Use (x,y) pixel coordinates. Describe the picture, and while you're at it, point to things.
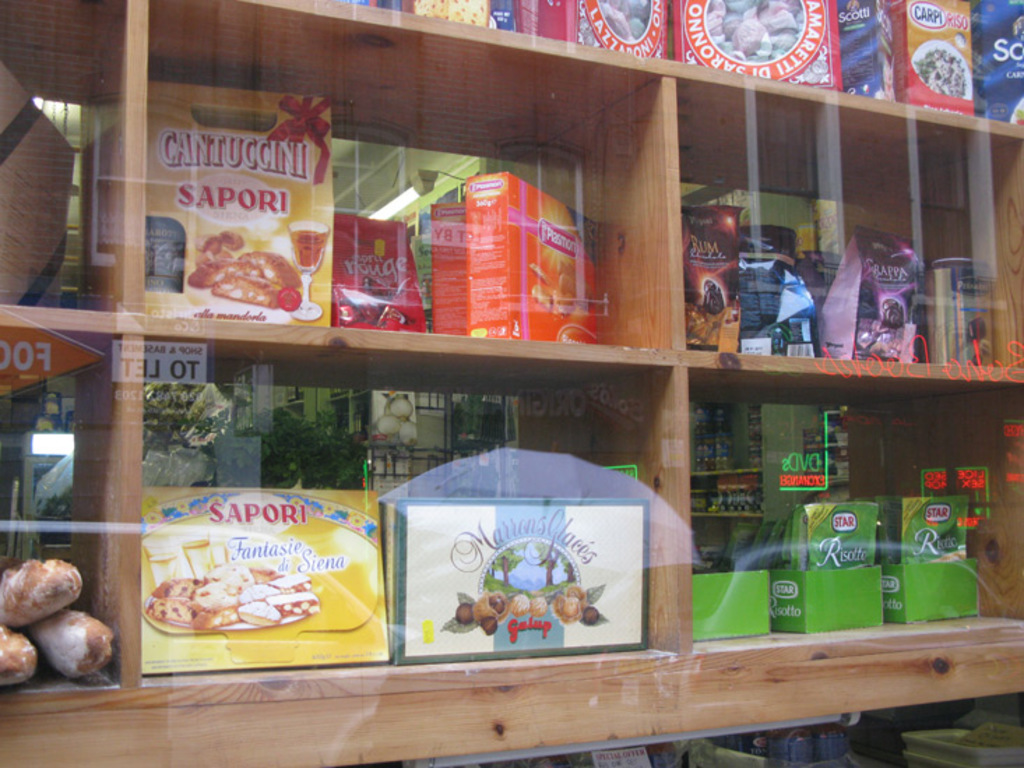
In this picture we can see a glass (684,361) in the front (655,218), from the glass (646,491) we can see shelves (686,173), there are some boxes (804,59) and packets (904,83) placed on these shelves (880,182), in the background (366,453) we can see a plant (161,421).
